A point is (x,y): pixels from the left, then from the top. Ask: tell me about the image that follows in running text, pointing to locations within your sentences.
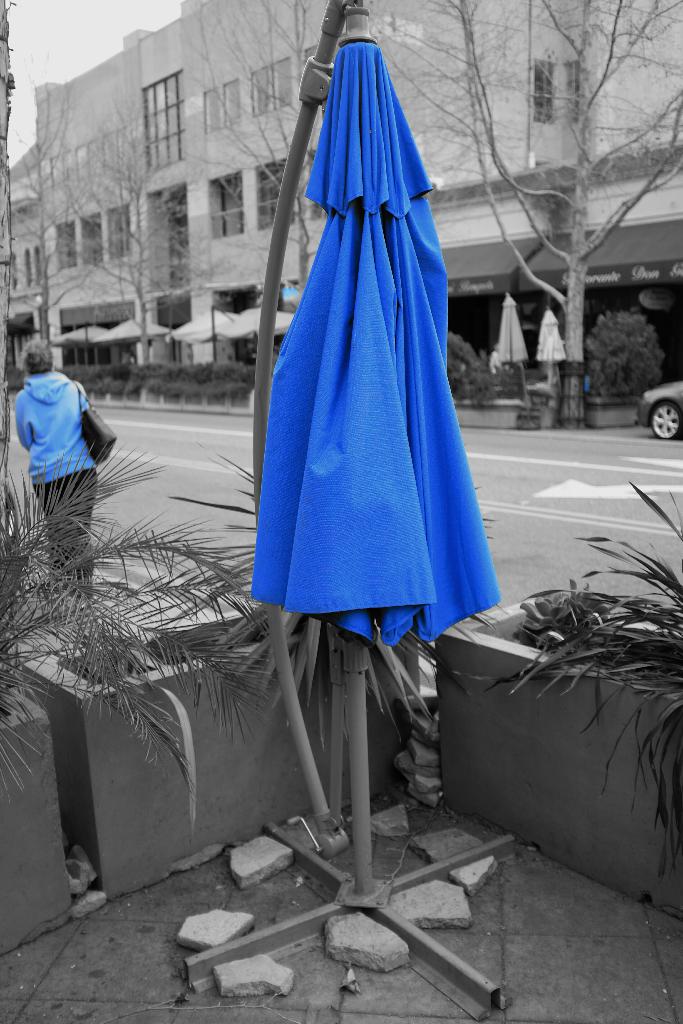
In this image in the front (324,467) there is a stand (280,232) and there is an umbrella (381,438) which is blue in colour, there are stones (412,895) and plants (29,655). On the left (75,452) there is a woman (74,438) walking. In the background (137,331) there are umbrellas (234,327), plants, dry trees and buildings (88,220) and there is a car (647,391) and the sky (75,46) is cloudy.
